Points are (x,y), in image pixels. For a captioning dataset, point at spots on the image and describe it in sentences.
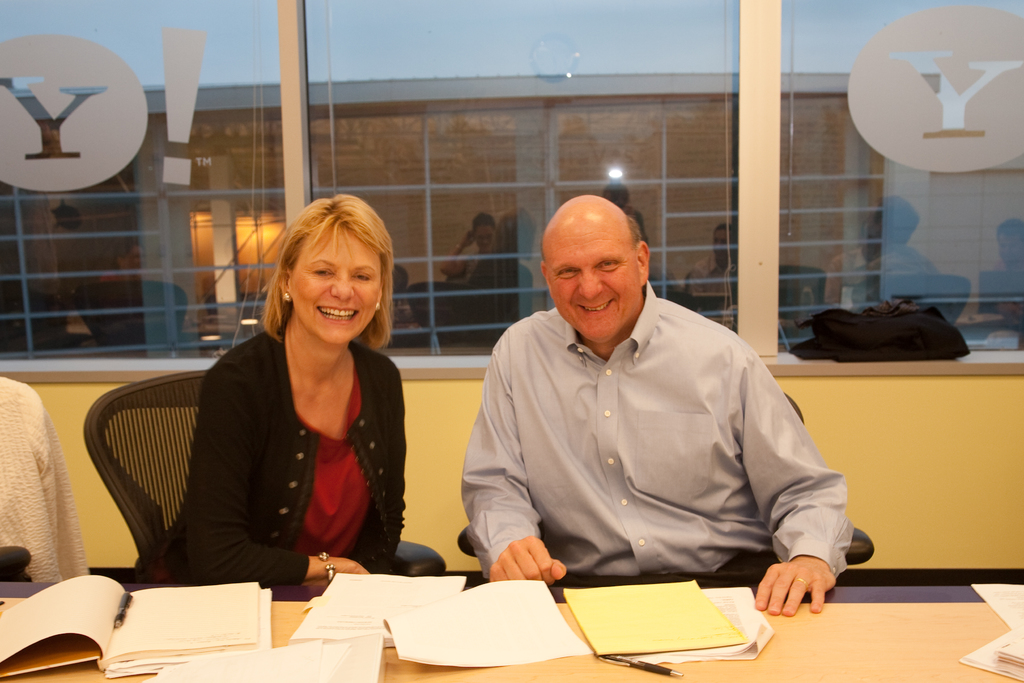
The picture is clicked in a room (58,424). In the foreground of the picture (559,666) there is a desk (787,658), on the desk (926,678) there are books (105,650), papers (666,642) and pens (120,625). In the center of the picture (370,442) there is a man (641,384) and a woman (389,415) sitting in chairs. In the background (378,130) there is a glass window (368,95), on the glass window (492,216) we can see the reflection (475,276) of people (457,268). Outside the window (550,136) there is a building (547,101).
